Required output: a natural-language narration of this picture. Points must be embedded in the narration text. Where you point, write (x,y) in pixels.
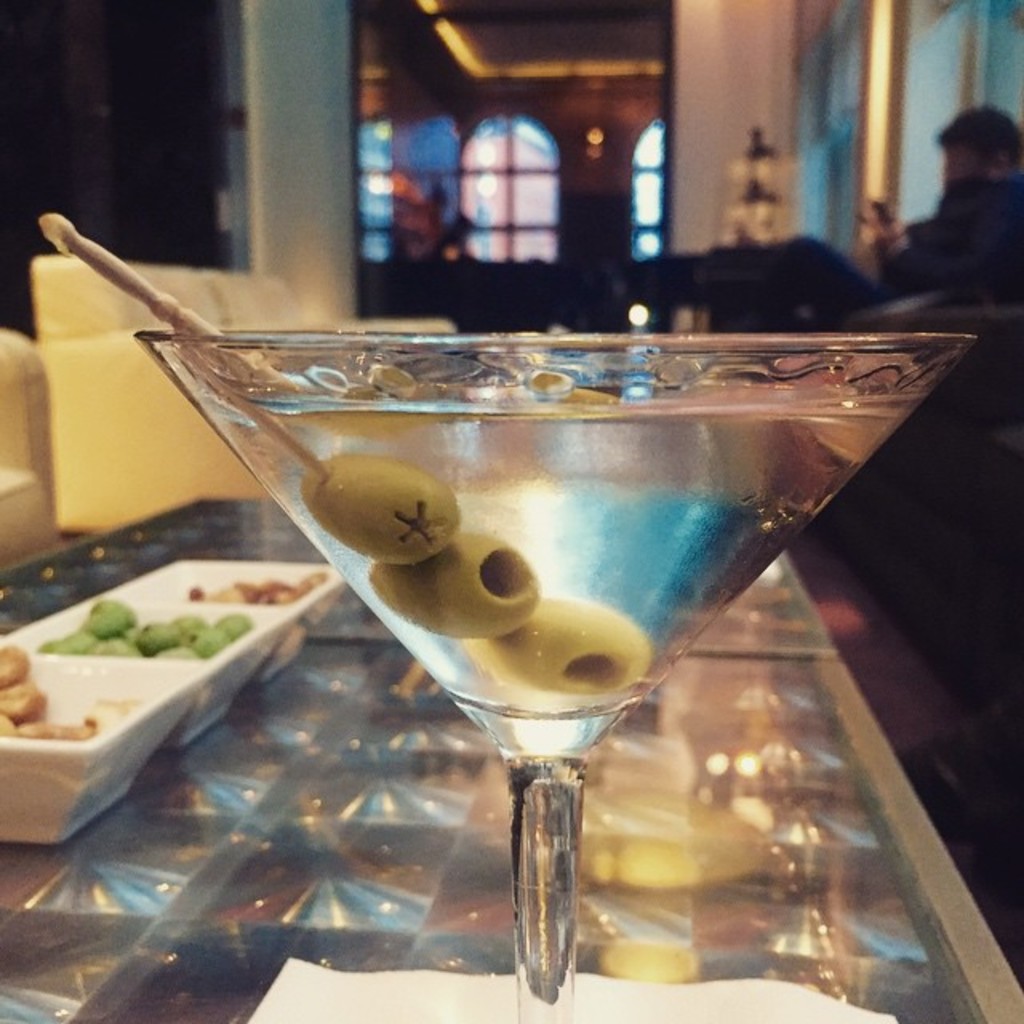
In this image we can see a drink (568,596) which is in glass (543,764) and there are some food items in the tray (178,687) which is on the glass table (381,659) and in the background of the image (974,183) there is a person (940,204) sitting on a couch (946,562) and there is a glass door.
